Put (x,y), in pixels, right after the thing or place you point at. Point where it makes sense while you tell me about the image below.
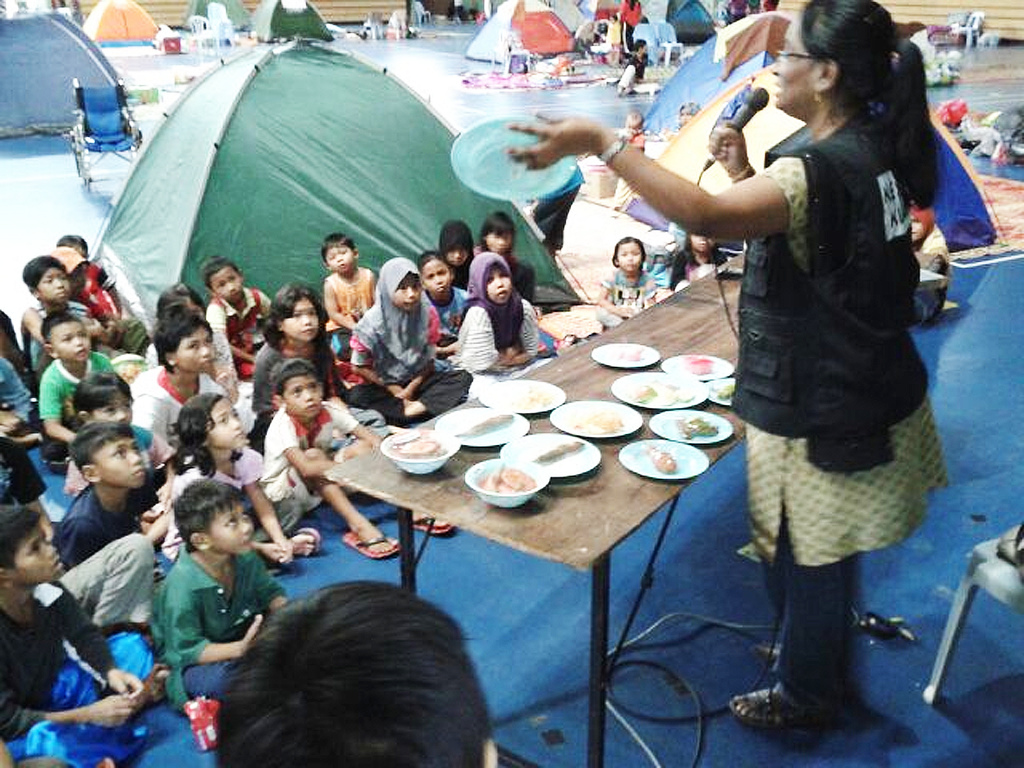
In this image, we can see a woman (824,251) holding microphone (743,119). She stand near table (733,358). On the top of the table (615,457), we can see some plates (512,445) and two bowls (504,495). The woman (820,343) is wearing black jacket (874,343) and cream color dress (824,523). Here we can see some chair (1001,584). And group of people (253,407) are sat on the ground (293,578). Here we can see some tents (135,38). And the woman (518,151) is holding plate (498,174) on her left hand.
